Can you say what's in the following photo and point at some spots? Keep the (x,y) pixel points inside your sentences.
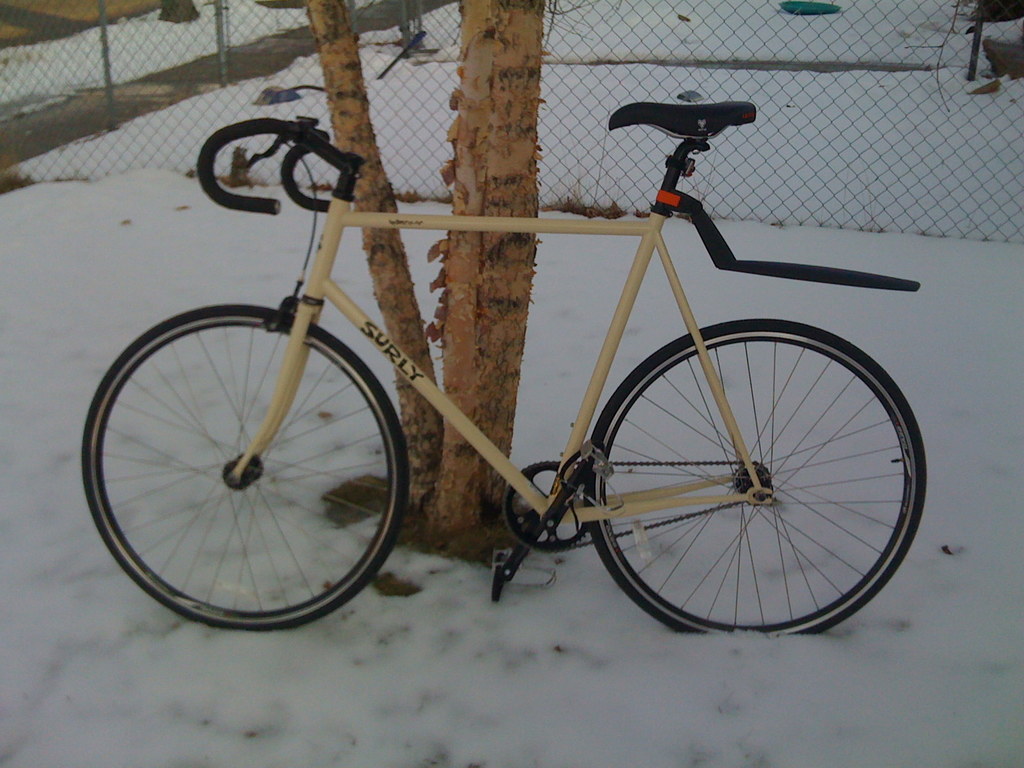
In this image I see a cycle (629,297) over here which is of black and cream in color and I see something is written over here and I see the snow (205,261). In the background (199,97) I see the fencing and I see a tree (466,213) over here.
